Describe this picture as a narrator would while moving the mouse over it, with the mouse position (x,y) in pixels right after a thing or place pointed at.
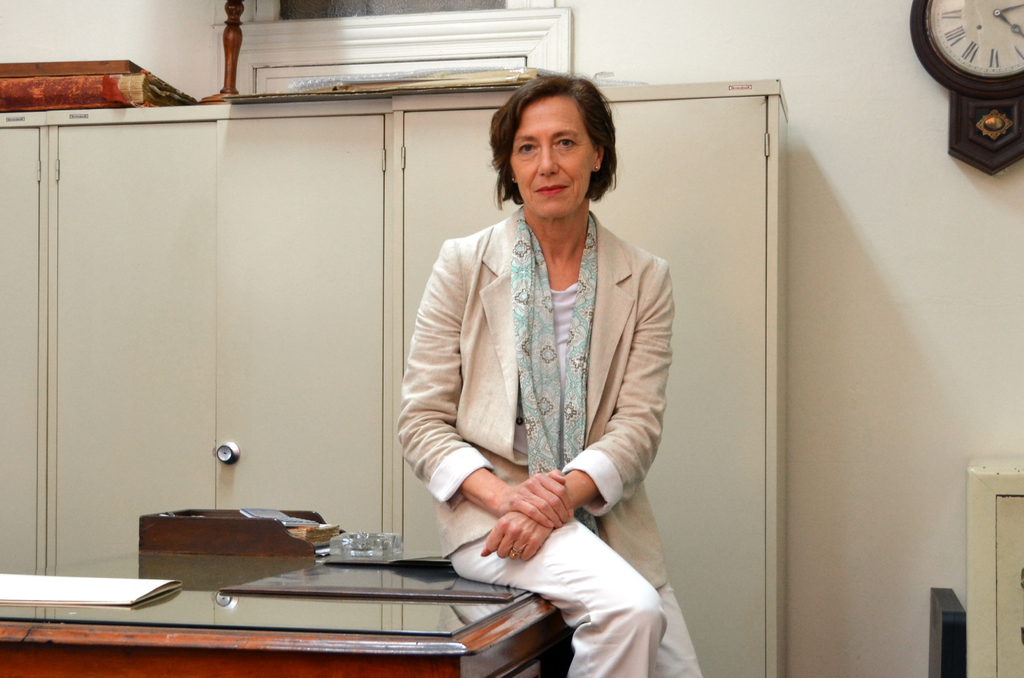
There is a woman (556,350) sitting on a table (355,611), wearing a coat (476,356). In the background (716,277) there are cupboards (321,264) and a wall (790,97). We can observe a clock (954,80) here.
